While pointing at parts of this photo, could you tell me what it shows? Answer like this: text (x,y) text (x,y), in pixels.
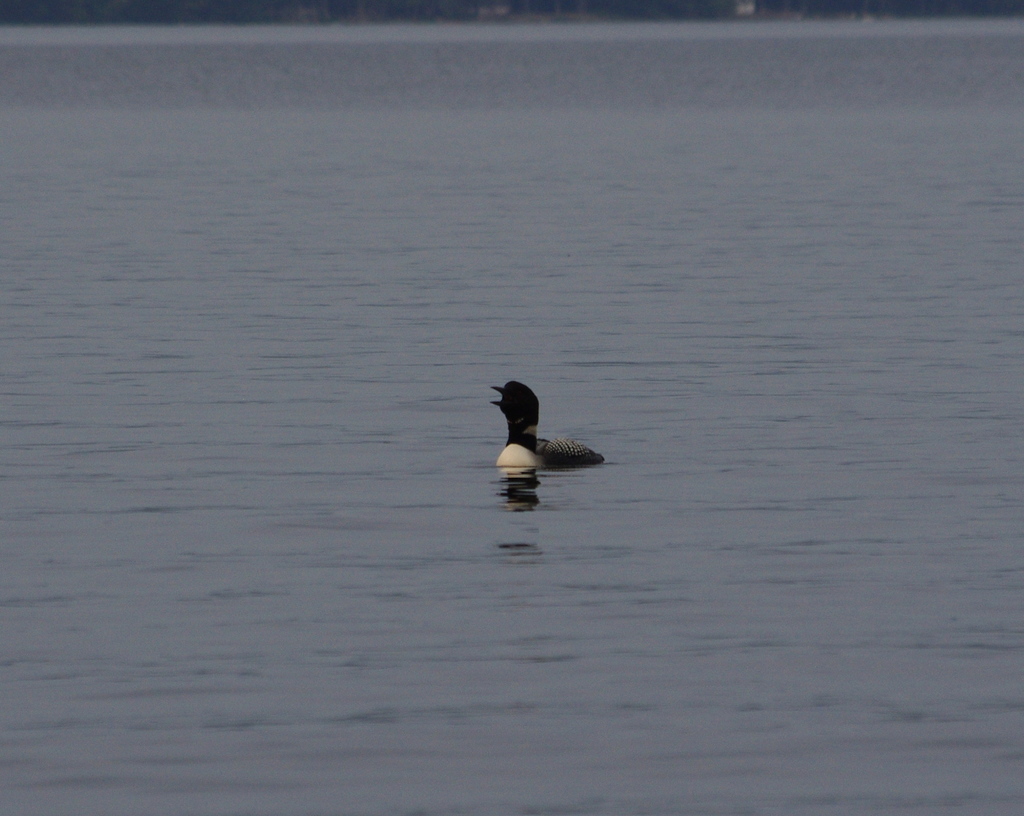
This image is taken outdoors. At the bottom of the image (573,698) there is a river (366,523) with water (413,243) and in the middle of the image (517,451) there is a duck (532,459) in the river (560,392).
